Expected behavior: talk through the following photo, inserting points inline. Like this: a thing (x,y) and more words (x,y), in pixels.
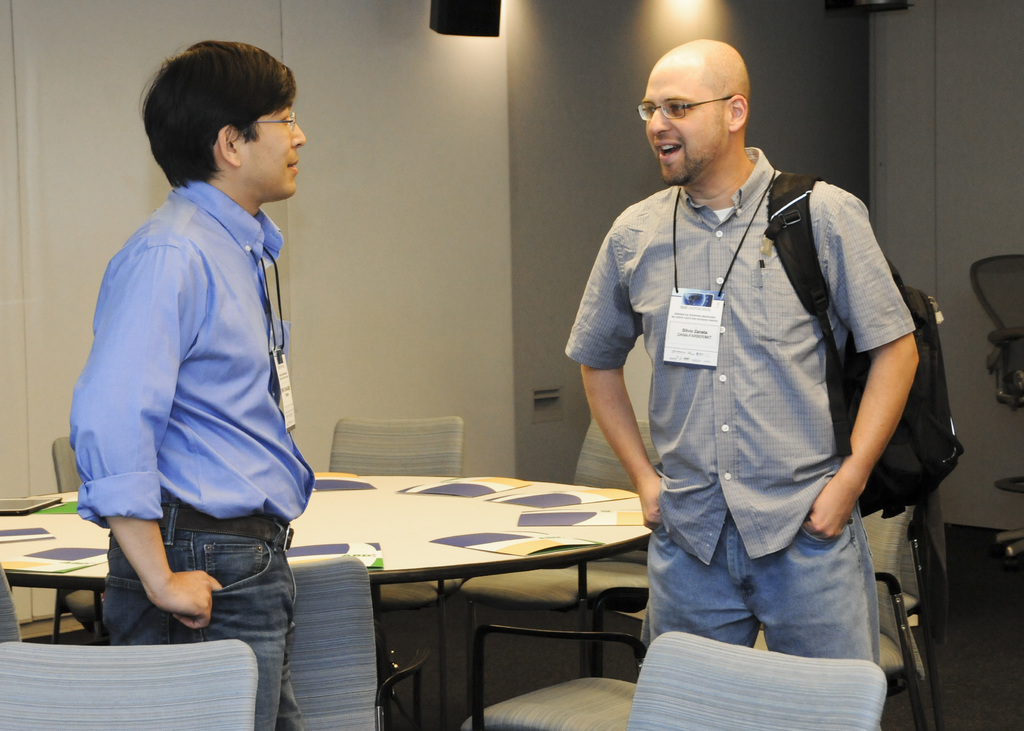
In this picture we can see two man (222,369) standing on floor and talking to each other and in front of them there is table (540,530) and on table (514,493) we can see cards (526,525) and in background (390,179) we can see wall (570,39) with light (696,6), speakers (463,30), chairs (552,570).
